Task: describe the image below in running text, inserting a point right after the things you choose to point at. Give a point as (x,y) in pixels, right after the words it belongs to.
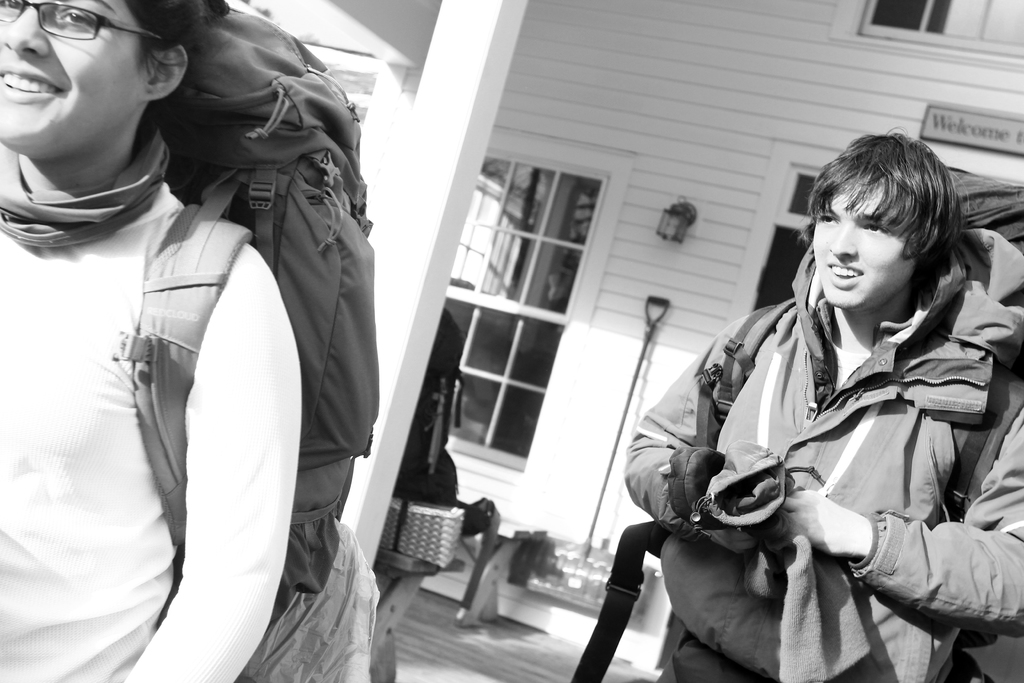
This is a black and white image. In the foreground of the image (343,290) there are two people (234,269) wearing bags (221,56). In the background of the image (376,178) there is a white color building (438,272) with windows (561,233). There is a board (952,118) with some text (984,130). There is a light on the wall (658,200).
